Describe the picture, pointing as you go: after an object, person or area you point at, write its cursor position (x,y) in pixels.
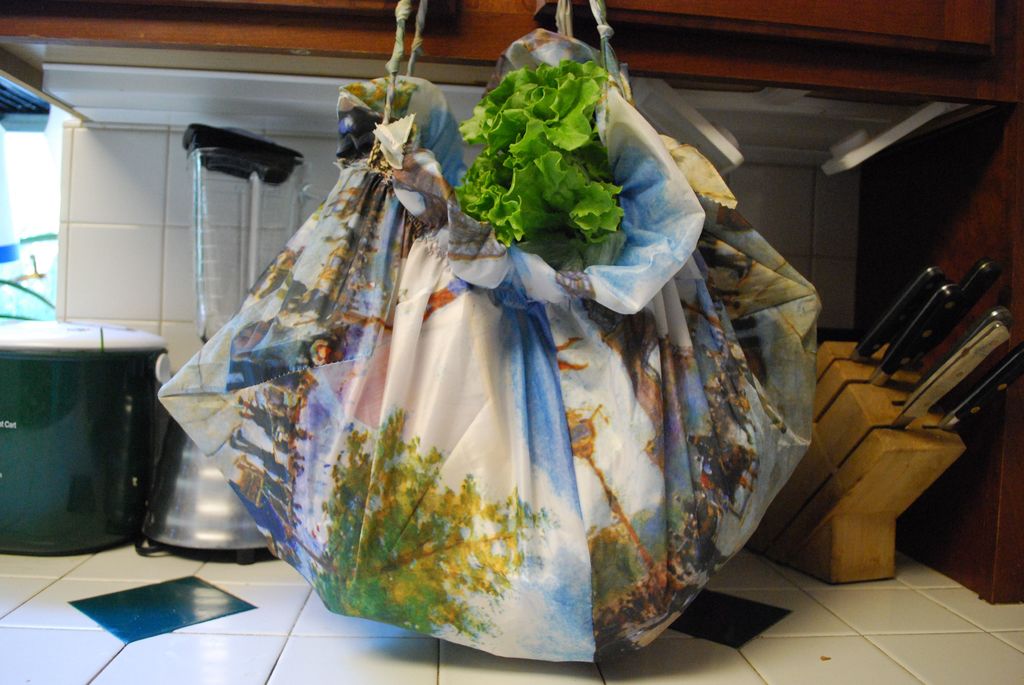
This picture shows a knife stand (816,560) with knives (978,402) and we see a blender (152,523) with glass jar (197,250) on it and we see a rice cooker (107,514) and a bag (707,302) and we see leaves (583,140) and a cupboard (835,7) on the counter top (78,677).
